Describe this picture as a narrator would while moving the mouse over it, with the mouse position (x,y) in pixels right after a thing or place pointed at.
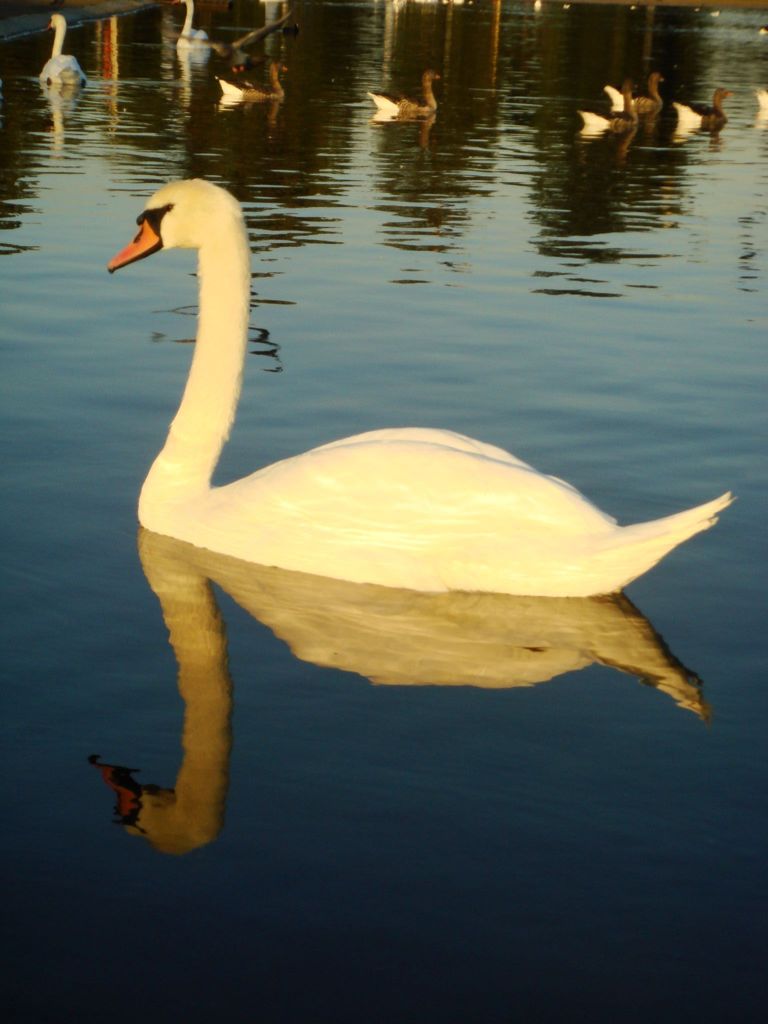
Here in this picture we can see number of swans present in water (296,667).
